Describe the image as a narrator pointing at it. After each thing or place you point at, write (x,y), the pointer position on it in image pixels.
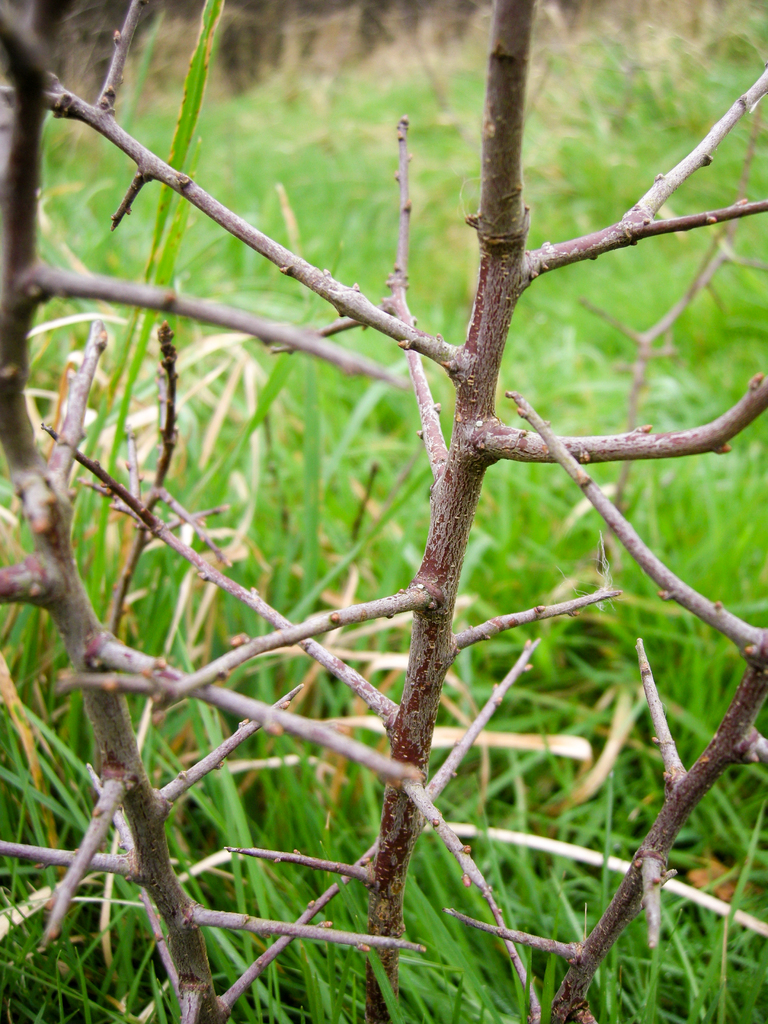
In this image in the foreground (166,417) there is stem (430,815) of a plant (435,824), and at the bottom (320,838) there is grass (303,839).
